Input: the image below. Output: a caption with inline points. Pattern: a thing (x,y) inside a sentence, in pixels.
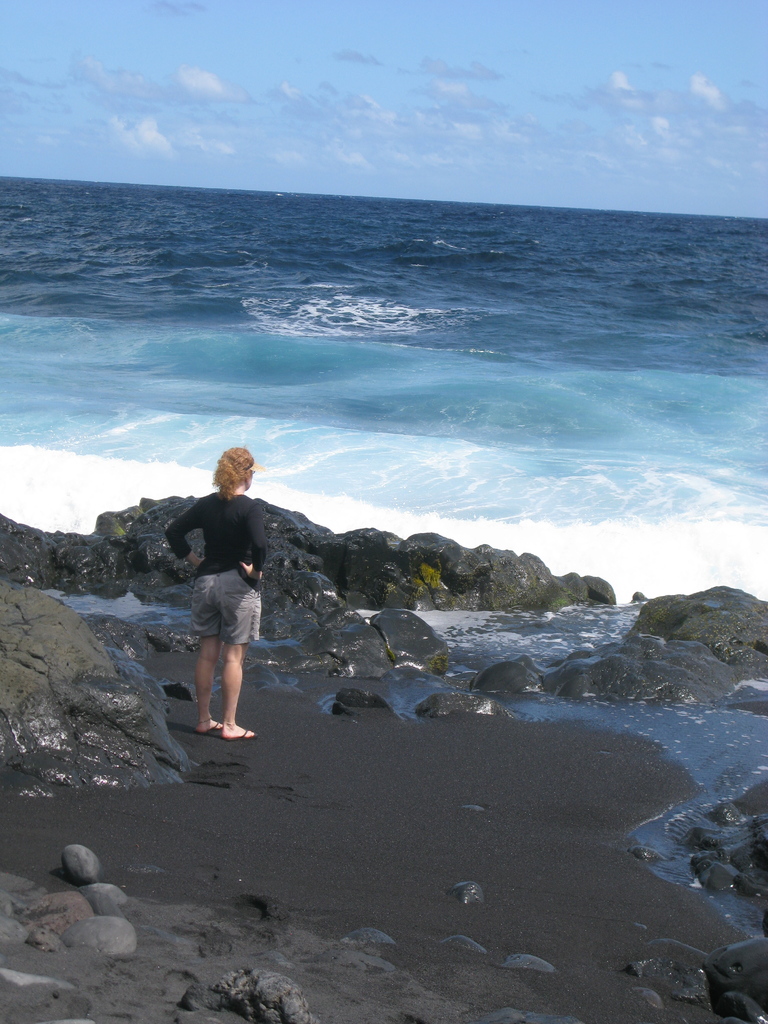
This image is taken in the beach (291,767). In this image we can see a woman (253,534) standing. We are also see the rocks (350,642). Sky (339,131) is also visible with the clouds (155,143).
